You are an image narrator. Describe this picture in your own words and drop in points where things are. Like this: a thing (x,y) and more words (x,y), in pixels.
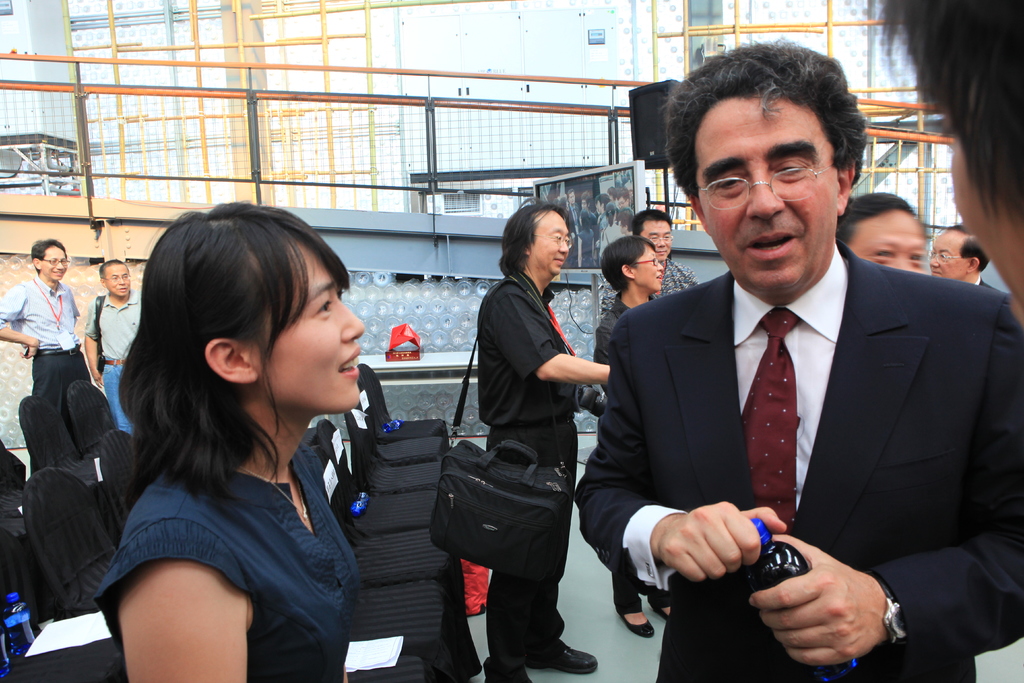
In this image there are people (200,514) and we can see chairs (328,446). In the background (143,28) there are buildings (143,28) and we can see rods (288,179). There is a board (597,250).
